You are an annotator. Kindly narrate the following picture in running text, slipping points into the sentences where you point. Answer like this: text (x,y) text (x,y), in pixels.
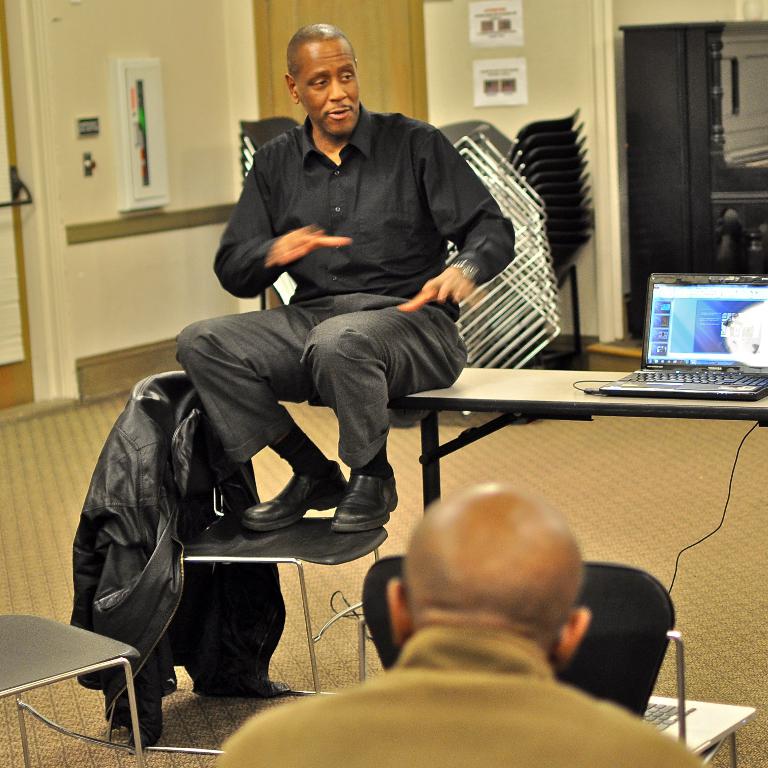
As we can see in the image there is a wall (91,62), two persons (351,260) and this man (349,419) is sitting on table (546,400) and there is a chair (238,559) over here, a jacket (199,494). On table (703,410) there is a laptop (696,378).
